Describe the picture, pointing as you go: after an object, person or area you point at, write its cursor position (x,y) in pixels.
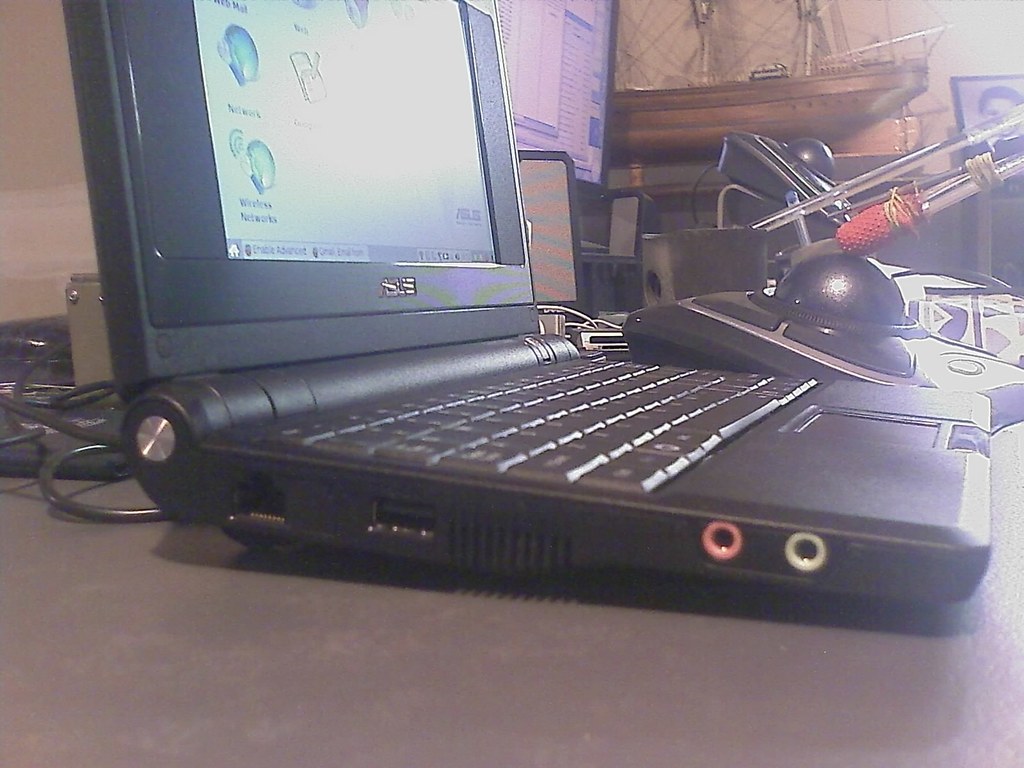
In this image we can see a table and on the table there are laptop (314,354), cables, photo frame (962,95) and decors (858,107).
